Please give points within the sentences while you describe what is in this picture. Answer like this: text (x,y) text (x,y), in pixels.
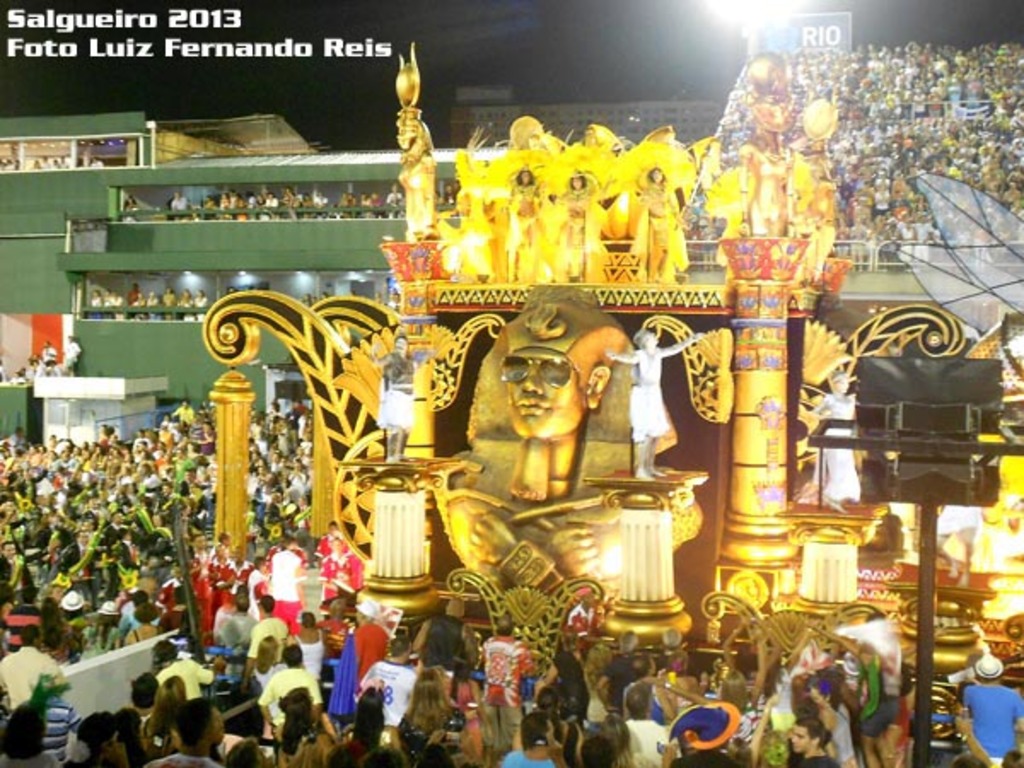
The picture is taken in a stadium (153,189) from a carnival. At the top right (733,11) there is a light (714,16). In the center (419,260) there is a stage (409,252). In the picture there are people (680,679) everywhere. In the background (487,118) there is a building (591,113). At the top right (714,16) there is a light (723,1).
